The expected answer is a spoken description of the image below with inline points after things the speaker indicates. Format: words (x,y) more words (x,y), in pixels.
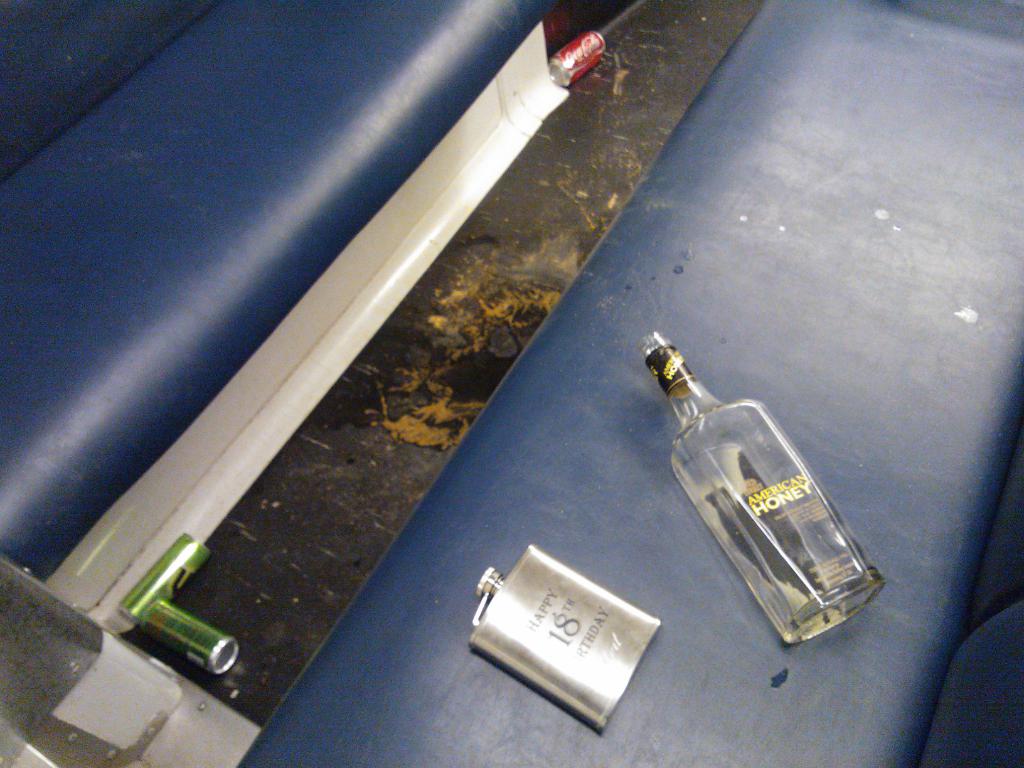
In this image there is a bottle (740,516) and a flask (585,586) on the sofa (853,265). On the top left corner (80,146) there is an another seat (271,185) beside it we can see a coca cola can (589,57).
